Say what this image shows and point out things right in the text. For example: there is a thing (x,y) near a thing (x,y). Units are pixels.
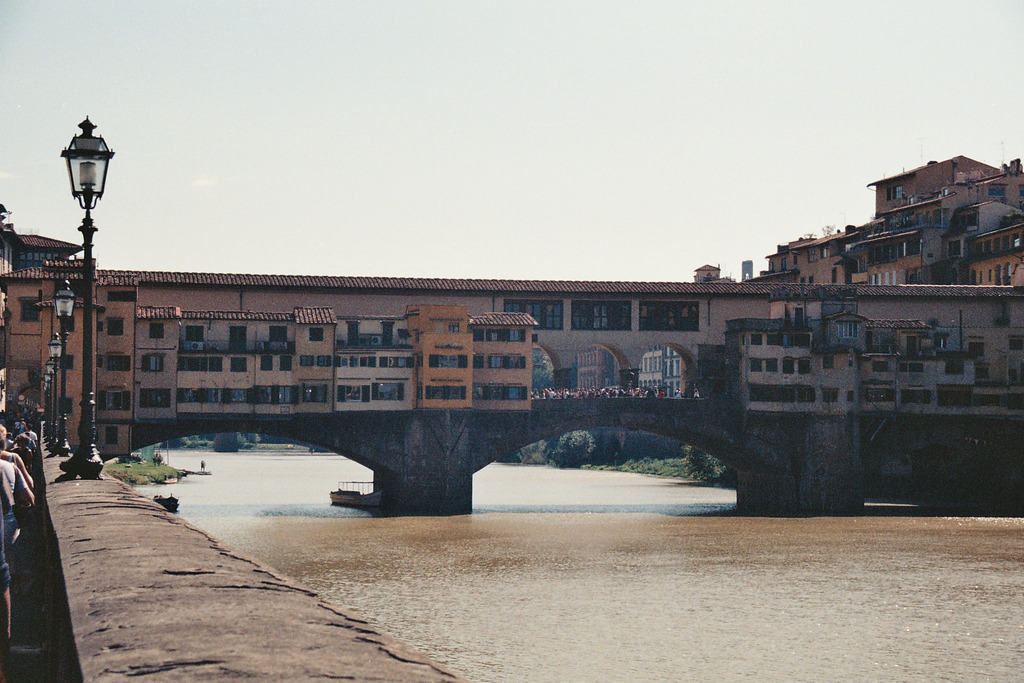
In this image I can see the water (652,557), the wall (184,611), few persons (18,422) standing on the ground (21,646), few poles (65,405), few buildings (95,379) and in the background (732,40) I can see few trees (583,455) and the sky (497,173).
